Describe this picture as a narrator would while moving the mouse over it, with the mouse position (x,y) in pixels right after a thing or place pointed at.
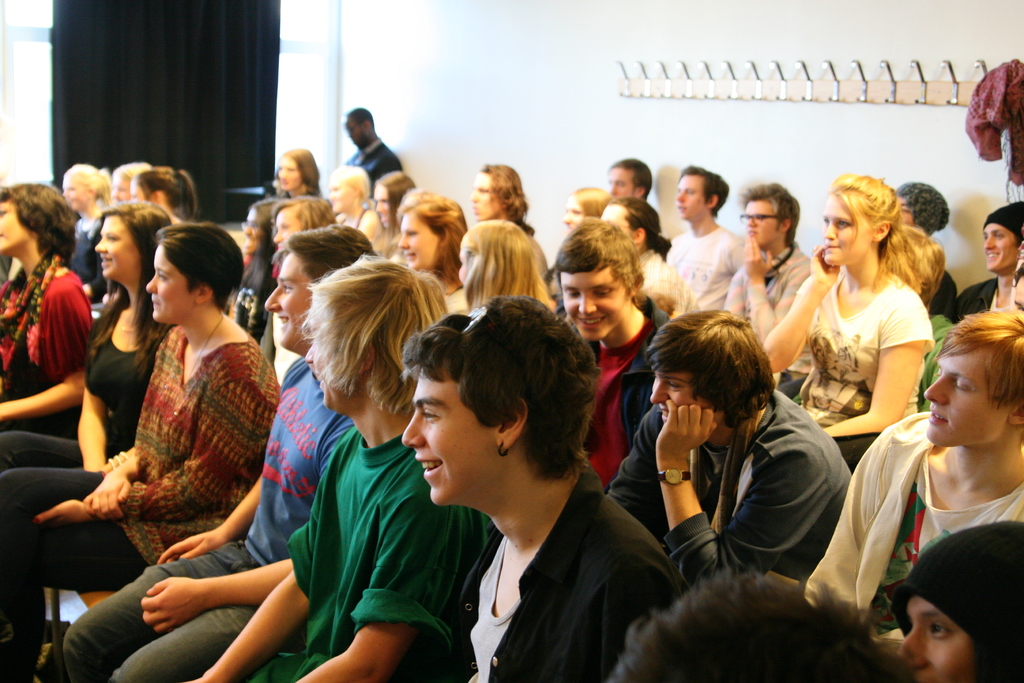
In this image we can see a group of people (426,461) sitting. We can also see a cloth (991,154) on a hanger (859,91), a wall (454,137), curtain (197,161) and a window (22,176).
